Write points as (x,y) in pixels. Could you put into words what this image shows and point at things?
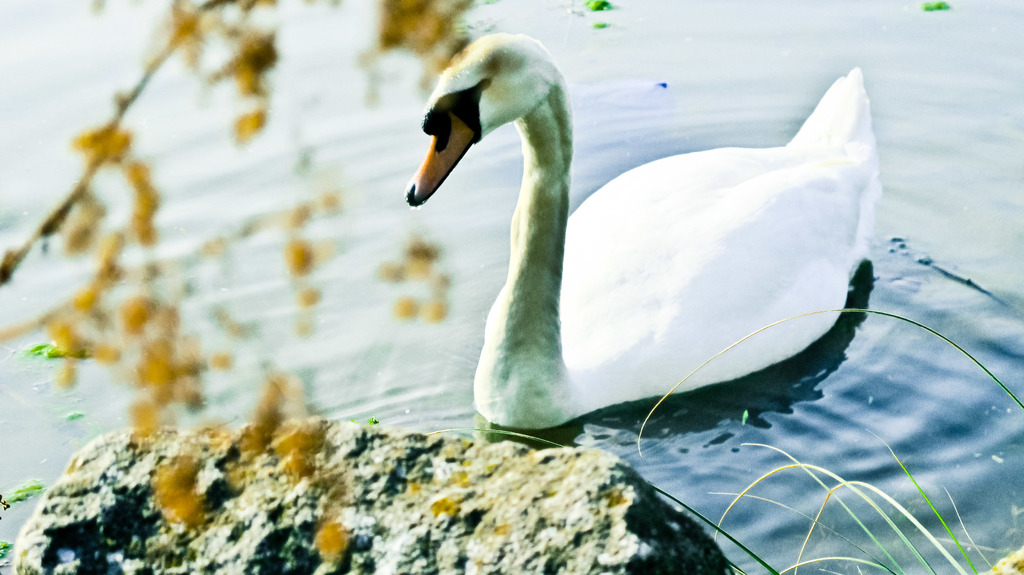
In this image we can see a swan (775,180) in the water (44,280). On the left side of the image (104,299) we can see a plant (138,227). At the bottom of the image (313,490) we can see a rock (575,552) and the grass (824,560).
